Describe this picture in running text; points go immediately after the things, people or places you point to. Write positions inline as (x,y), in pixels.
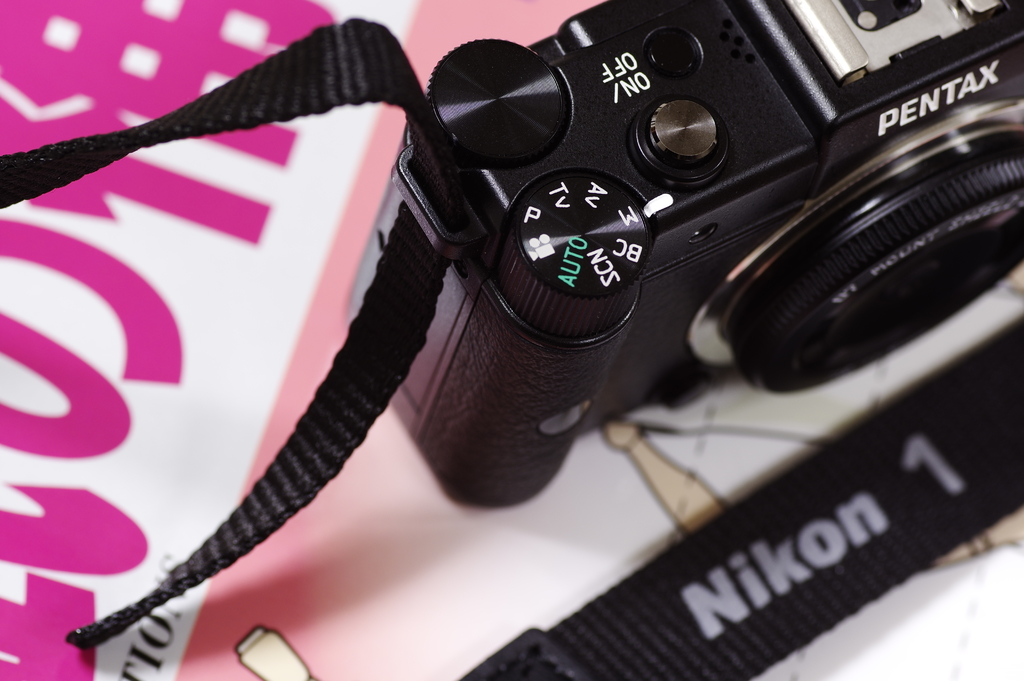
In this picture I can see a camera (484,250) on an object (546,514).
